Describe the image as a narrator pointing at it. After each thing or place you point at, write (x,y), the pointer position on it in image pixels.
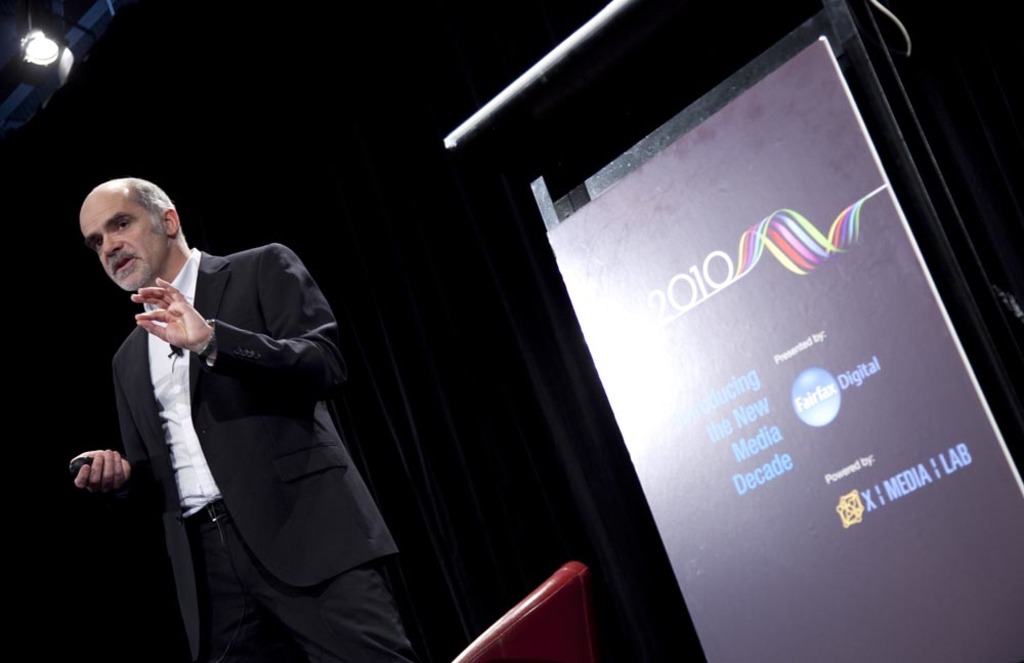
In this picture I can see a man (245,631) in front (129,420) who is standing and I see that he is wearing formal dress (216,479). On the right side of this picture (863,385) I can see a board (596,266) on which there is something written. In the background (308,159) I can see the curtains (315,239). On the top left corner of this picture (42,45) I can see the light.
